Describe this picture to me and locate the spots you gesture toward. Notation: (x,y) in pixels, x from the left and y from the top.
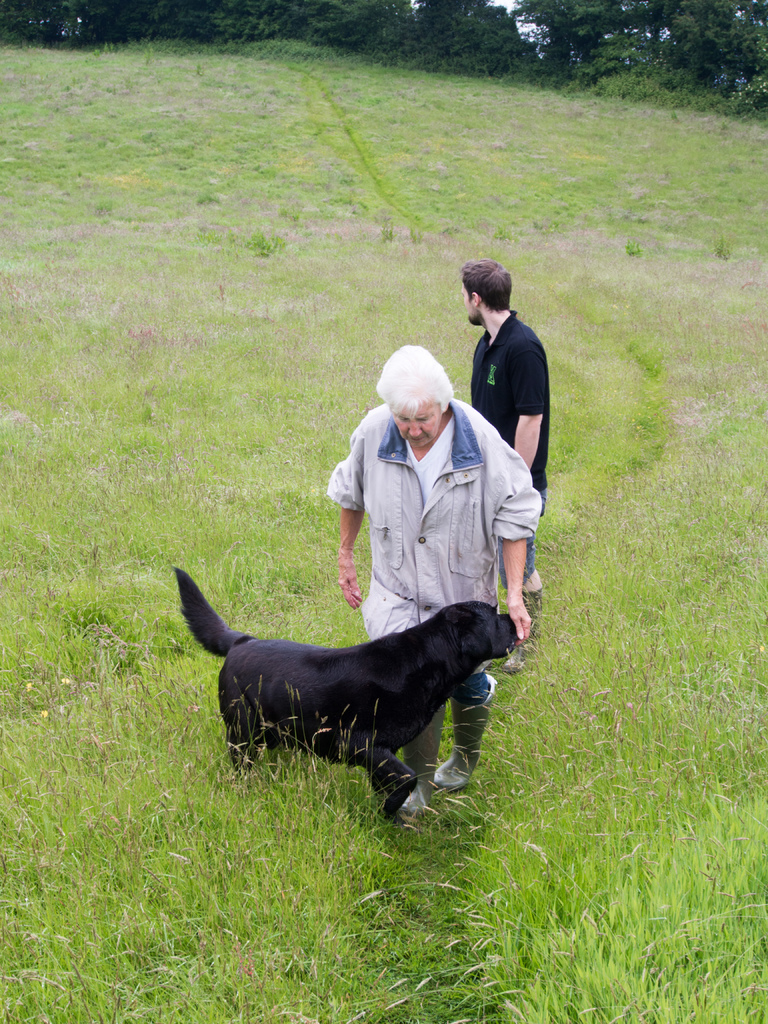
In this image we can see two persons (484,674), among them, one person (486,693) is holding a dog (502,643), there are some trees (276,23) and grass (240,236) on the ground (144,939), also we can see the sky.
